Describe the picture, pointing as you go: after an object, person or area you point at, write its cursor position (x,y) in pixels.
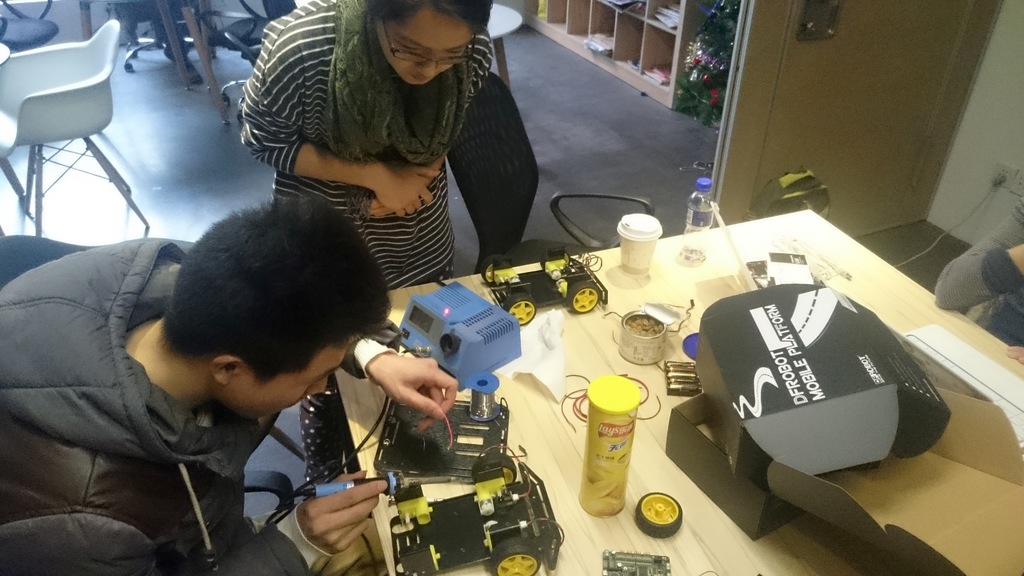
On the left side of the image (261,392) we can see a man (270,410) sitting and holding a soldering iron (348,482), next to him there is a lady (393,199) standing. At the bottom (584,536) there is a table (624,549) and we can see bottles (695,218), toy vehicles (590,296), meter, laptop (981,376) and some equipment (694,381) placed on the table (694,550). In the background (659,38) there is an xmas tree (710,106) and we can see things (644,3) placed in the shelf (653,21). There are chairs (19,72). On the right (968,265) there is a person (993,297) sitting.
